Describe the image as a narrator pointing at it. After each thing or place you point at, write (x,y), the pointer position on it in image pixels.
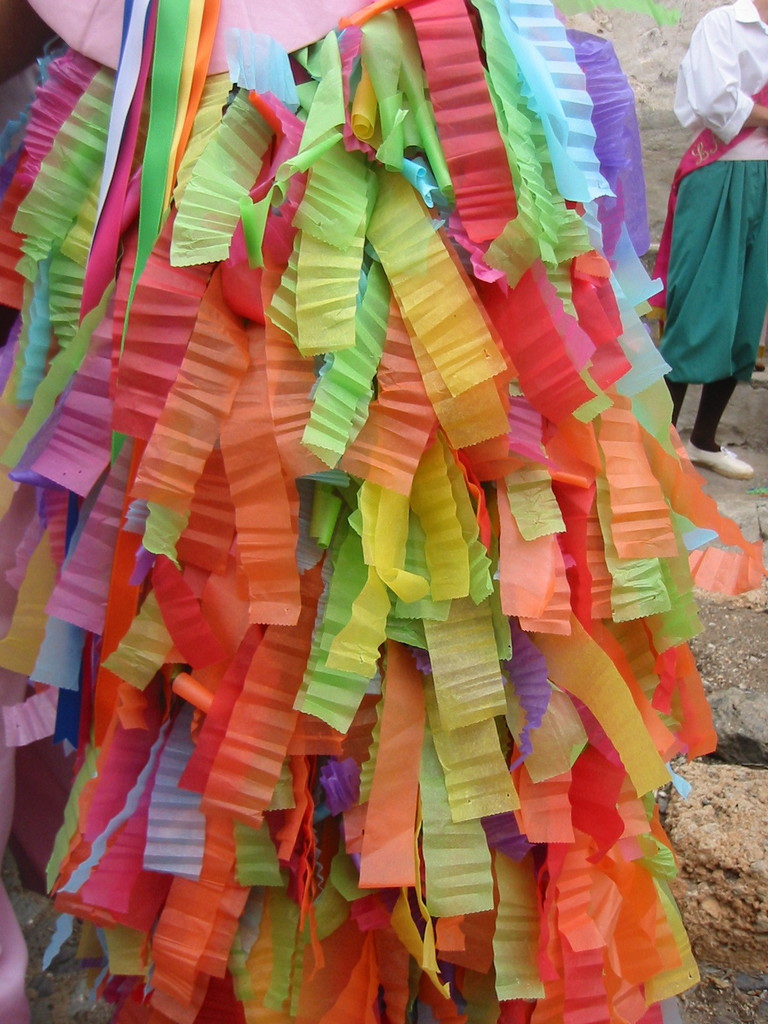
In the foreground of the picture (489,295) we can see various colored ribbons (297,170). Towards right (691,908) we can see land (733,934) and a person (719,201) standing.
